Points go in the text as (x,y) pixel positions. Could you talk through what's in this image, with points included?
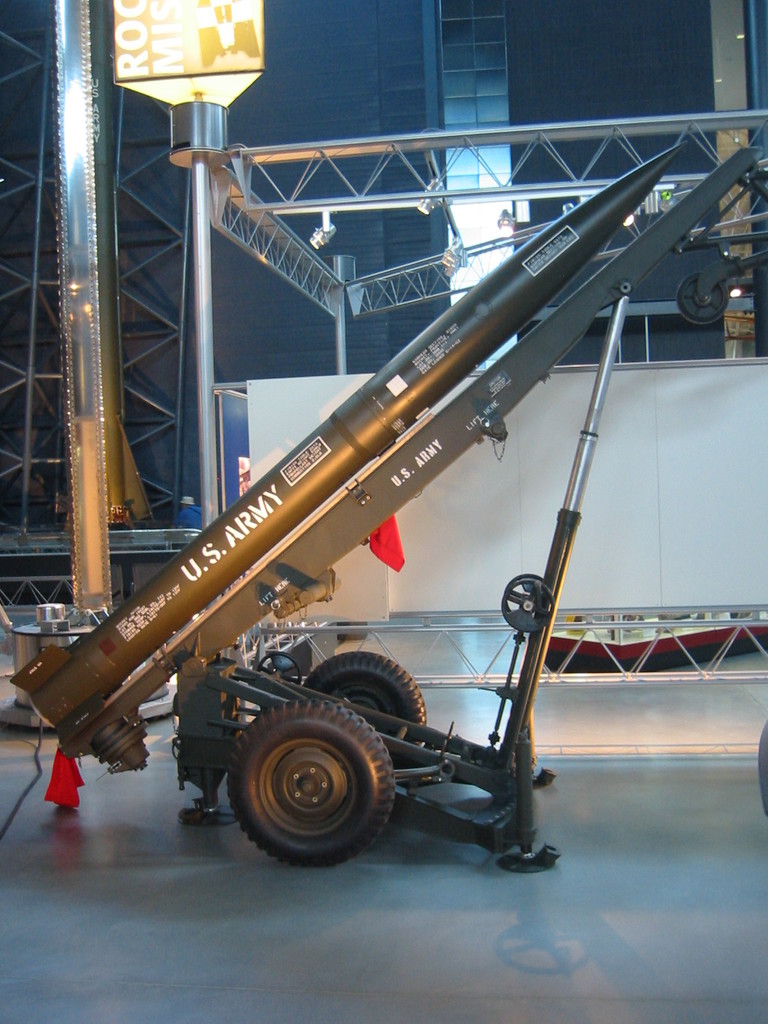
In this picture there is a missile (119,634) in the center of the image (371,383) and there is a pole (92,593) on the left side of the image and there is a boundary (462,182) and a building (506,177) in the background area of the image (660,105) and there is a lamp (193,90) at the top side of the image (198,19).
